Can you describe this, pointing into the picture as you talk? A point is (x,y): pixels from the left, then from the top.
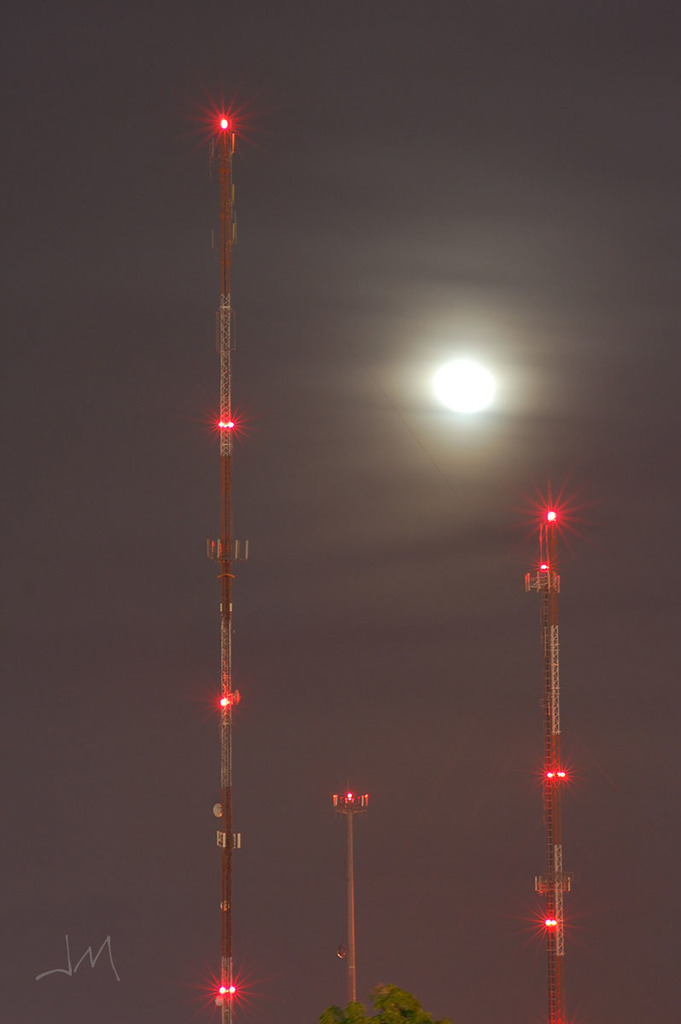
In this image we can see a tree (384,1023), towers (546,708) with lights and the sky (473,271) with the moon (463,406) in the black background (96,868).
